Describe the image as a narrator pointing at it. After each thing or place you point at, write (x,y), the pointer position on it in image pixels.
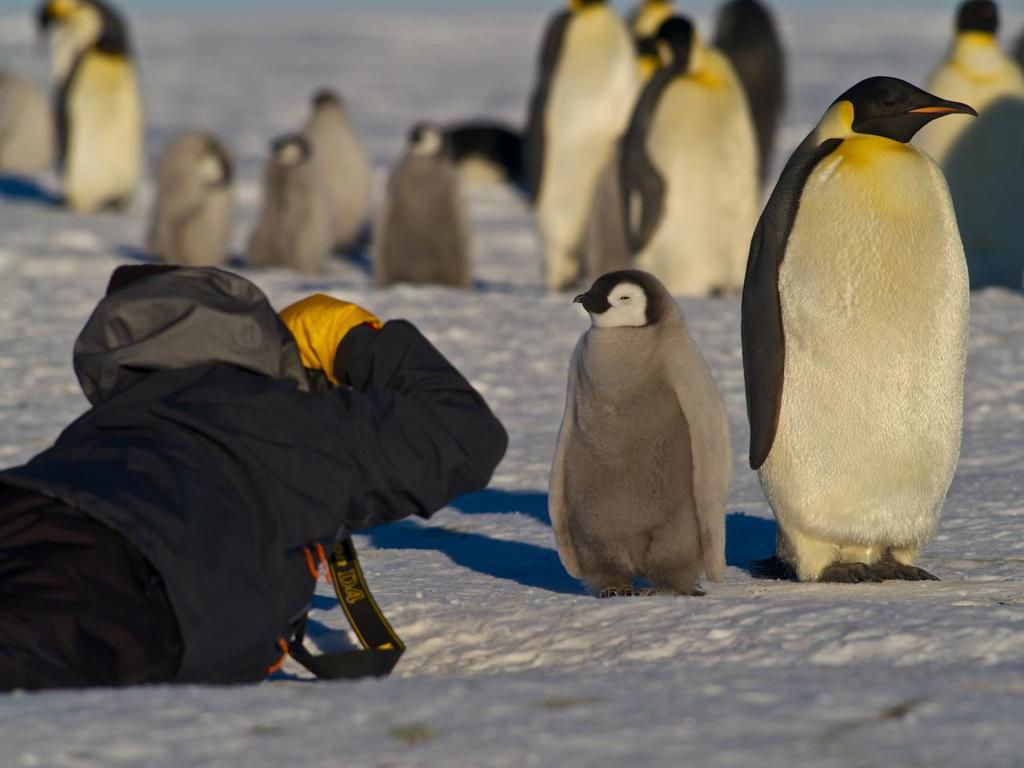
In this image there is one person (240,492) is at left side of this image (242,498) is holding a camera (350,587) and there are some penguins (657,401) at right side of this image (694,172) and top of this image (491,183) and there is a ground (535,677) as we can see in the background (409,52).
